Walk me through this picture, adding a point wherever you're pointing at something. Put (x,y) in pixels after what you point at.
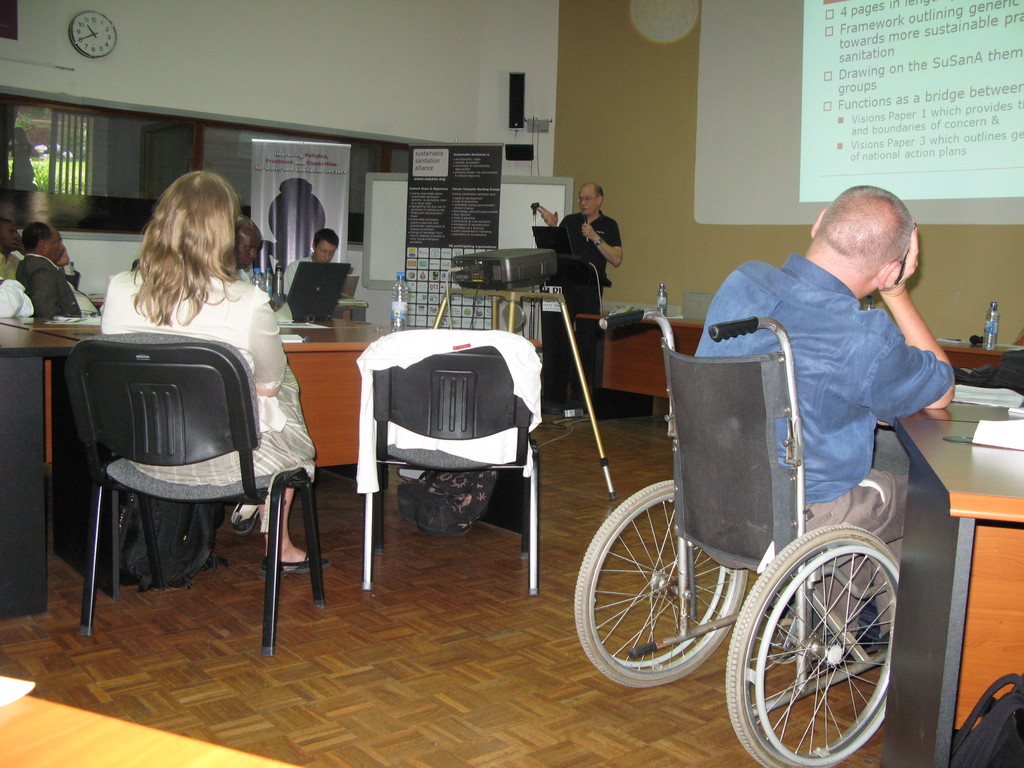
Image group of people (816,323) sitting, the man (807,397) is sitting in the wheel chair (789,534), at the back ground (592,239) i can see a man (602,237) standing, a projector (543,258), a banner (336,151) and a wall (336,85) and a clock (79,50).
